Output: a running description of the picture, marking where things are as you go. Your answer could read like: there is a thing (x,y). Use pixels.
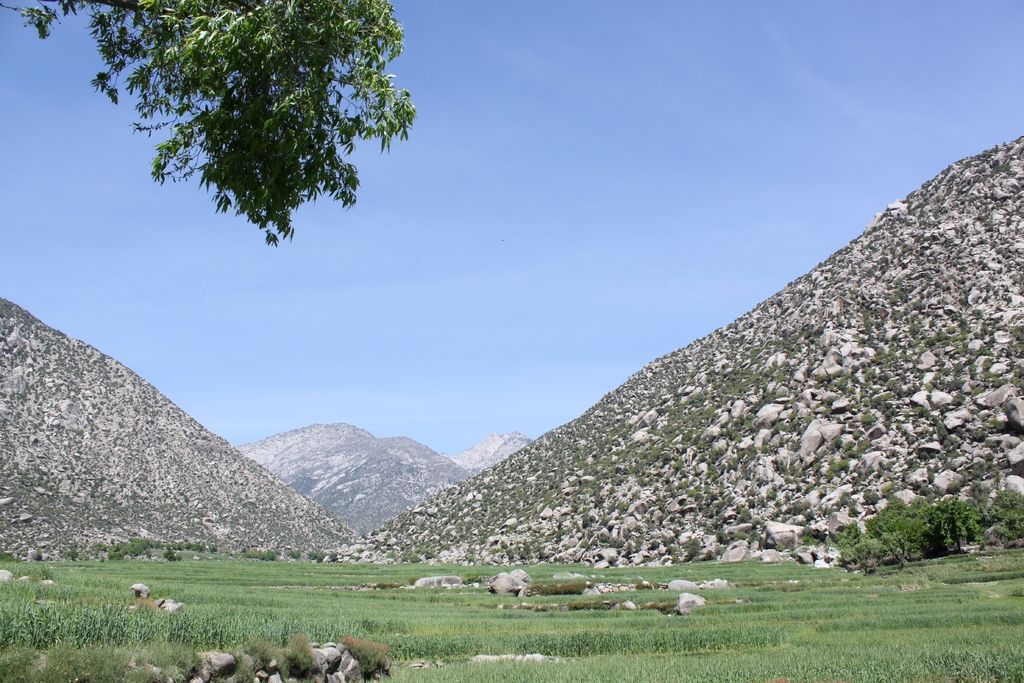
In this image I can see few stones (822,566), mountains (822,566), few trees (240,133) in green color and the sky (467,189) is in blue and white color.
